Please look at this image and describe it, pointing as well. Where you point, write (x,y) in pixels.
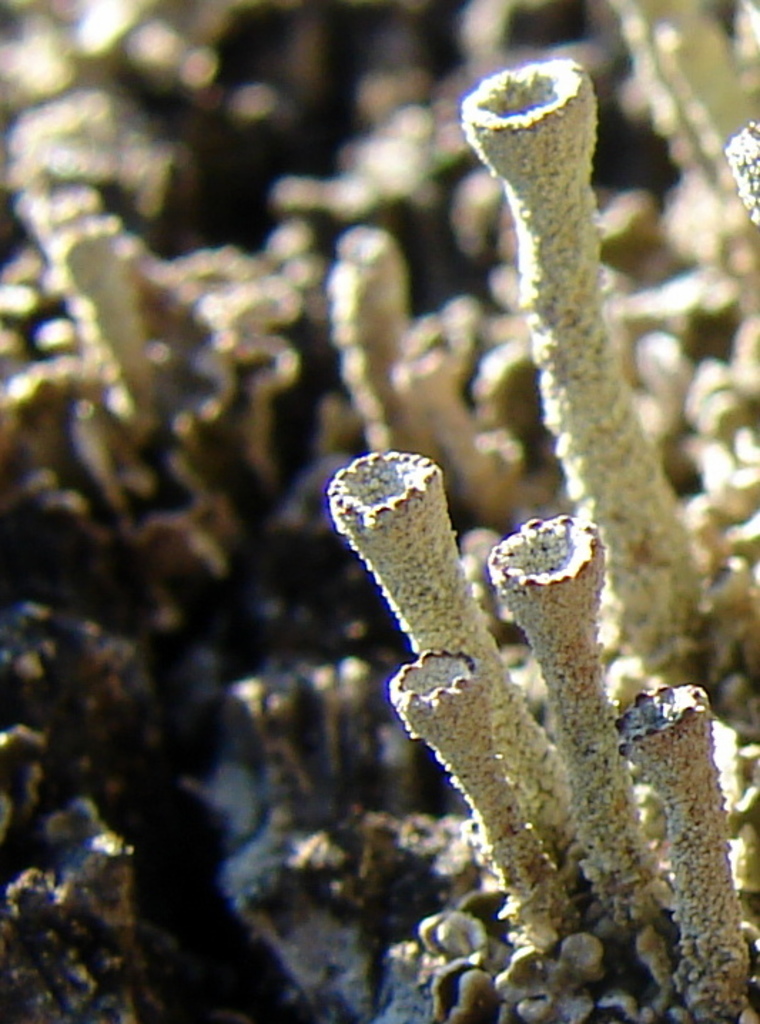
In this picture there is a lichen (521,601).
